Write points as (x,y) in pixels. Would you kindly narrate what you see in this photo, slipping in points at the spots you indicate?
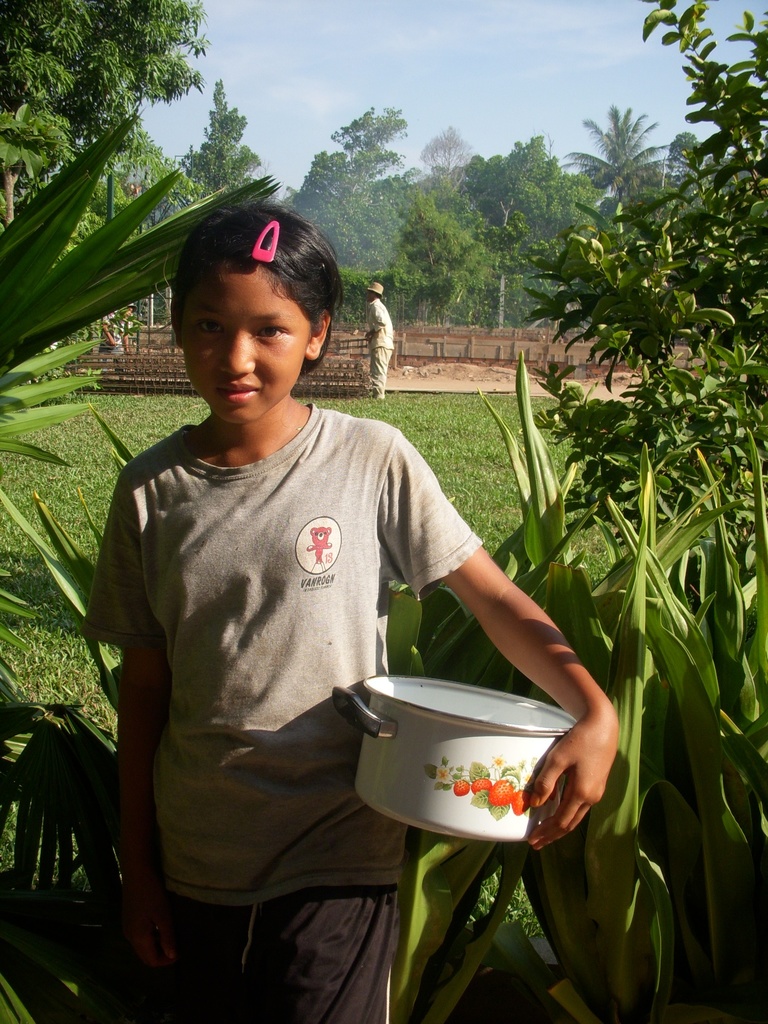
In this image, we can see some trees (537,259) and plants (27,339). There is a kid (315,664) at the bottom of the image (309,968) holding a dish (419,754) with her hand (563,767). There is a person (385,316) in the middle of the image (377,373). There is a sky (415,118) at the top of the image (375,49). There is a grass (485,425) on the ground (83,545).
